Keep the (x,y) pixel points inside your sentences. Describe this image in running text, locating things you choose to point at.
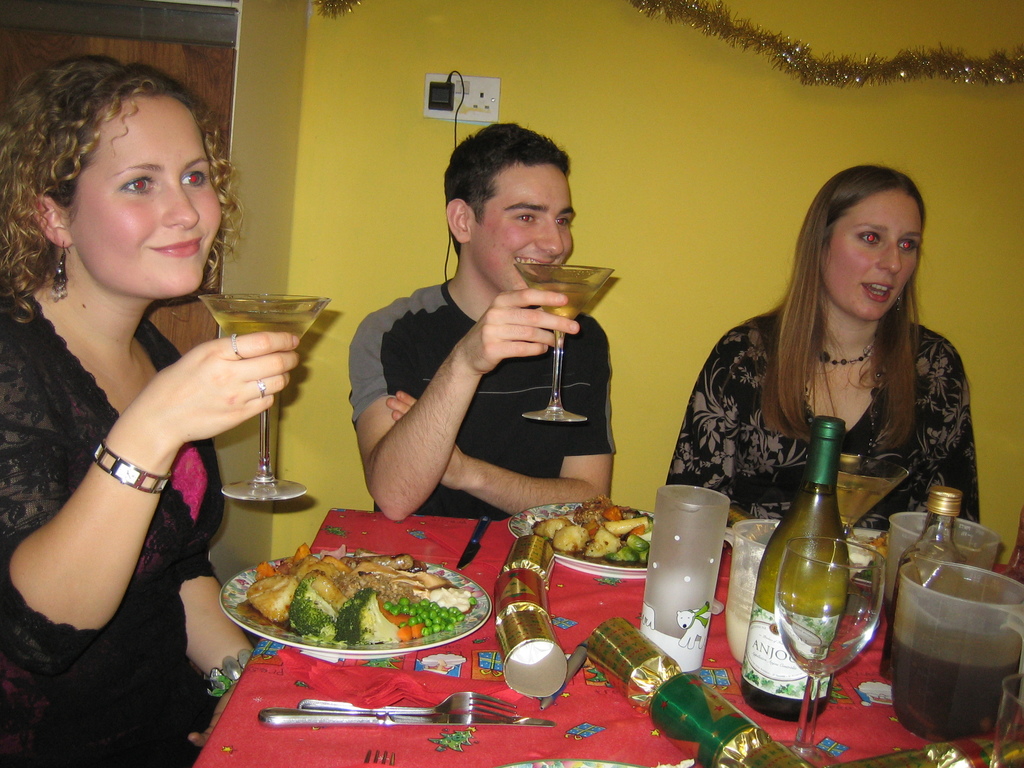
In this image I see 2 women (57,66) and a man (373,432) and I see all of them are smiling and I can also see these are holding glasses (547,272) in their hands (496,322) and there is a table (723,617) in front of them on which there are bottles (951,496), mugs (737,529), plates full of food (604,506), knife (549,723), fork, glass (798,659) and other things (748,742). In the background (317,485) I see the wall (996,21), decoration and a charger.
